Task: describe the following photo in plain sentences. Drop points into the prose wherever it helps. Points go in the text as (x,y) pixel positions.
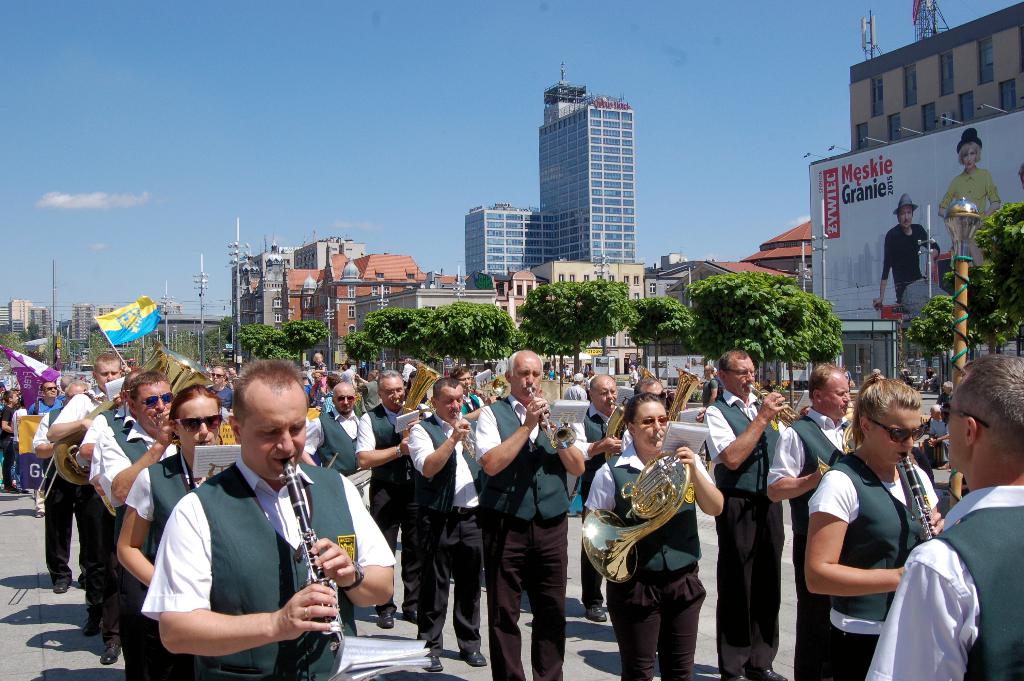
This picture is clicked outside. In the foreground (230,517) we can see the group of persons (398,489) wearing same costumes (411,515) and we can see the persons (276,579) standing and playing clarinets (296,512) and in the center (346,435) we can see the group of persons (462,375) playing trumpets (552,423). In the center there is a person (600,503) standing and playing a french horn (615,555) and we can see the group of persons (601,578) playing various musical instruments (624,539). In the background (502,348) we can see the trees (469,325), poles (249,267) and group of persons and we can see the flags (117,337). On the right corner (912,196) we can see a banner (916,194) on which we can see the text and the pictures of persons (922,230) and there is a lamp (965,248) attached to the pole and we can see the sky (466,125), buildings (515,219) and many other objects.
